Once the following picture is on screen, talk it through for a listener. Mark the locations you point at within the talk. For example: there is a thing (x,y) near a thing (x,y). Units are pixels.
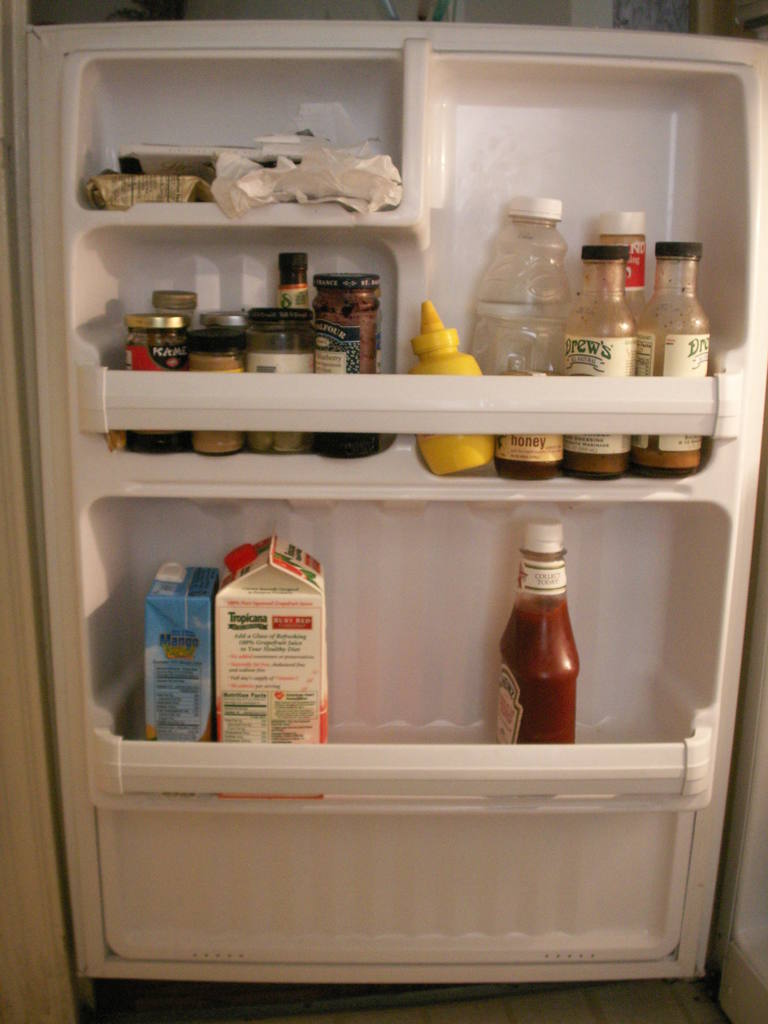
In this picture we can see bottles (465,445), jars (380,352) and objects (388,199) in a refrigerator door (449,853).
